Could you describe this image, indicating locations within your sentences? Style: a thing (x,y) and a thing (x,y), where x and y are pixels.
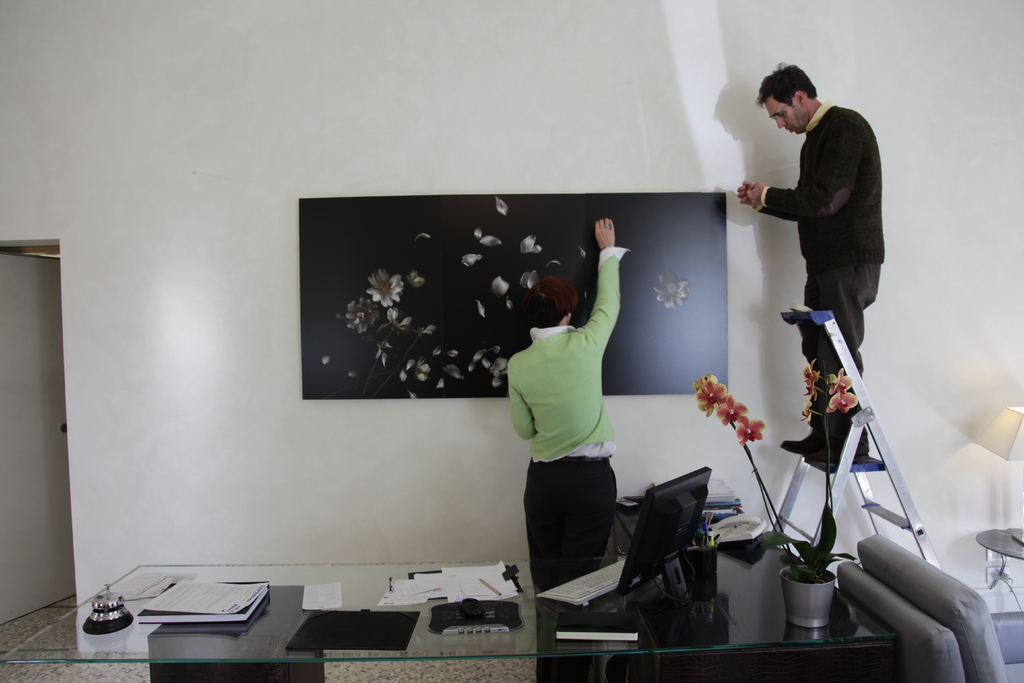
In the image we can see there is a woman (580,499) who is standing and a man (817,277) is standing on the ladder (804,319) and on the table (648,621) there are monitor (673,583), keyboard (594,595), papers (469,588), pad (512,613), pen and a bell ringer (110,600).
